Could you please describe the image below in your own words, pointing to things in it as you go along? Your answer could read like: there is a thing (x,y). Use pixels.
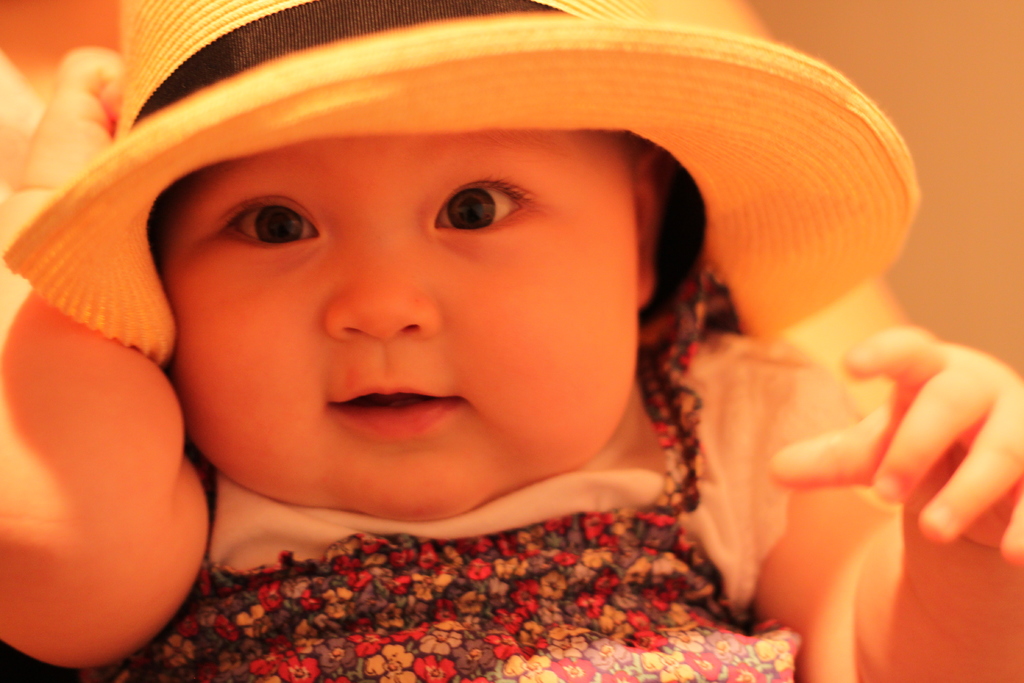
In this picture I can observe a baby (225,301). The baby (345,230) is wearing a hat (403,70) on her head (381,257). The background (917,55) is blurred.
